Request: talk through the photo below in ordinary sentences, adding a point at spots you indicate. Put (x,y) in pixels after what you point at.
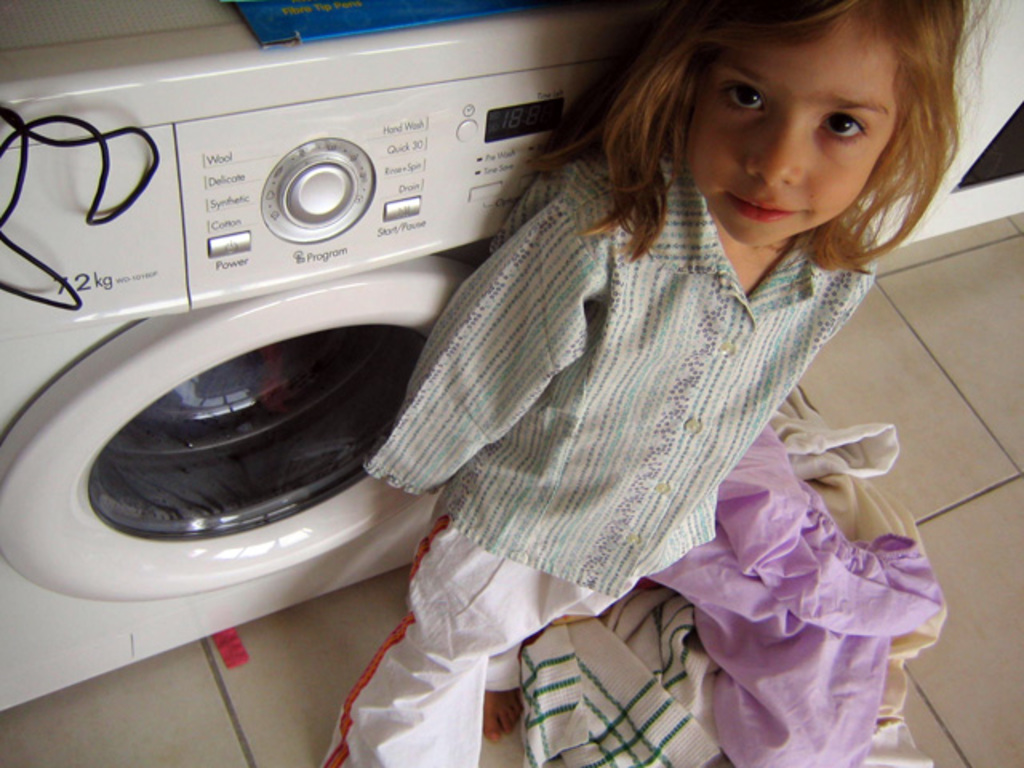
In this picture there is a girl (664,348) who is wearing shirt (571,533) and trouser (431,644). She is standing near to the washing machine (381,357). Beside her we can see clothes (771,709). On the top right corner (970,172) we can see door (973,162). On the top (316,2) there is a blue color pad (316,2).
